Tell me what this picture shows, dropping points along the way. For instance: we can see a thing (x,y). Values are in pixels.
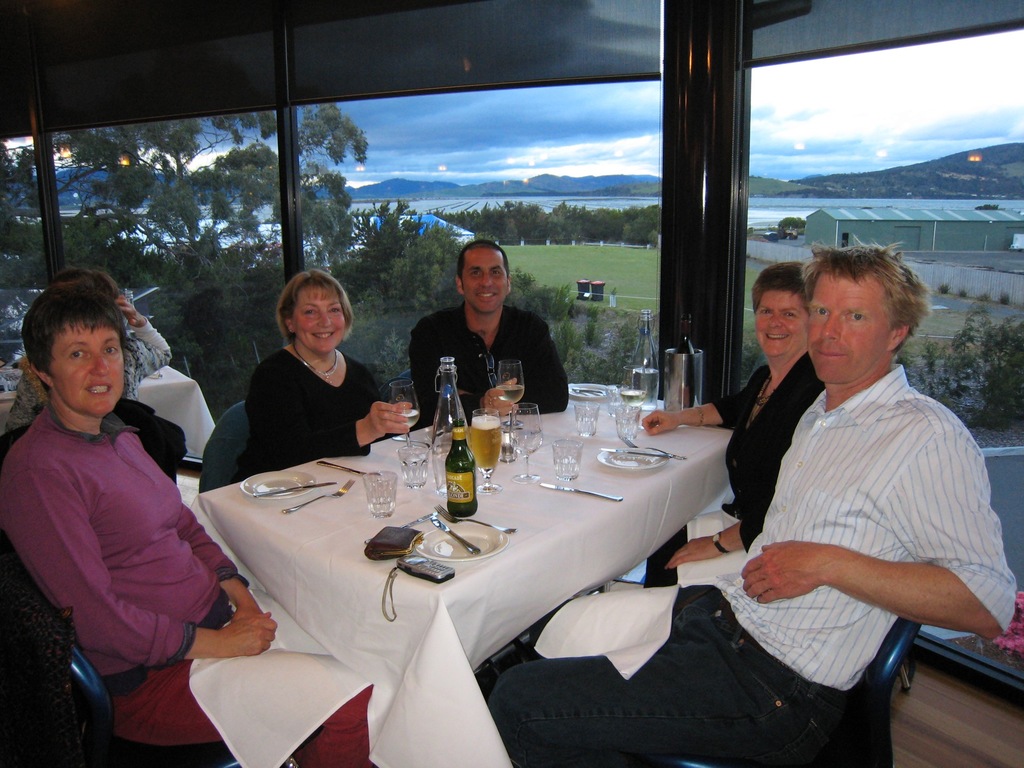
These group of people (425,372) are sitting around this table (601,493), on this table (543,537) there is a cloth (323,547), wallet (386,531), mobile (409,569), plates (580,392), bottles (449,397), forks (347,488) and glasses (490,444). From this window (509,262) we can able to see mountains (547,191), trees (376,305), grass (527,264) and a shed (908,218). Sky (888,121) is cloudy. These persons (807,398) are smiling.
